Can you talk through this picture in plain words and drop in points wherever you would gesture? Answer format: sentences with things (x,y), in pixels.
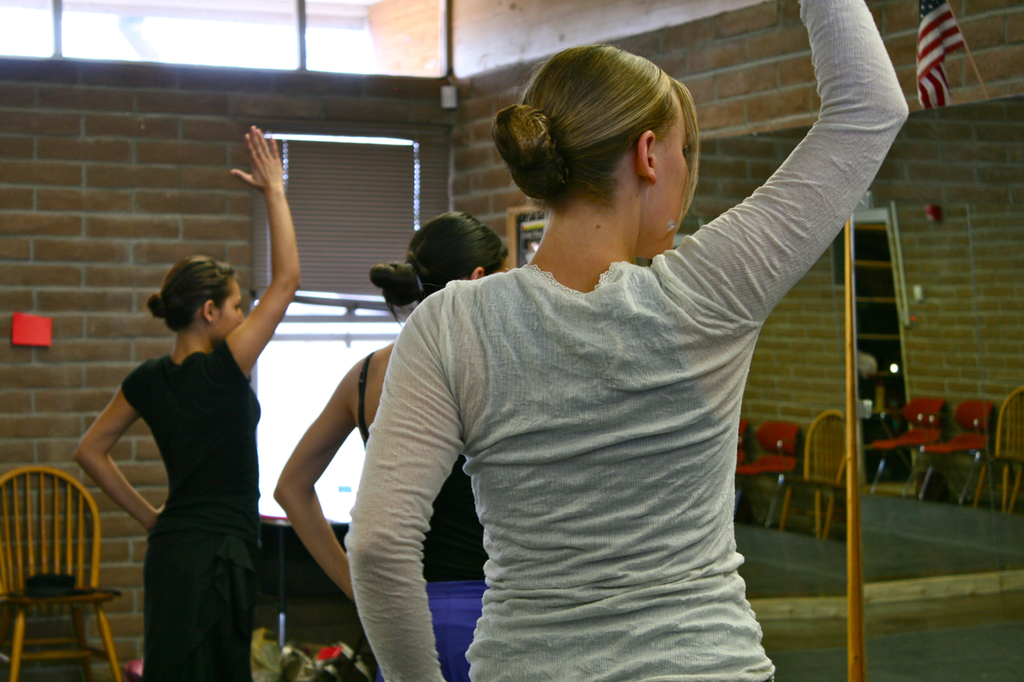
This picture describes about three women (602,301) they are standing in a room (468,150) in front a mirror (910,390) in the background (71,209) we can find a wall (74,277), a chair (96,571) and a flag (934,49).
